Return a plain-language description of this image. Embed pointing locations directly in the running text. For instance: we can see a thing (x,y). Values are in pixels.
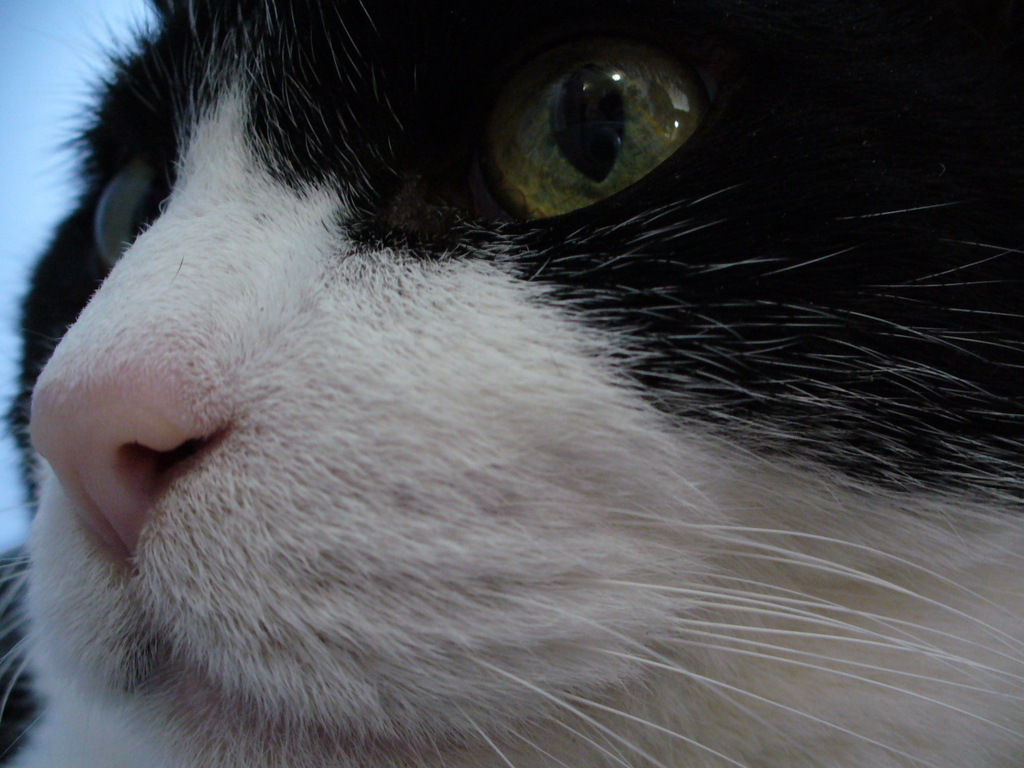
In this image I can see a cat face (457,517). In the background of the image (31,246) it is in blue color.
